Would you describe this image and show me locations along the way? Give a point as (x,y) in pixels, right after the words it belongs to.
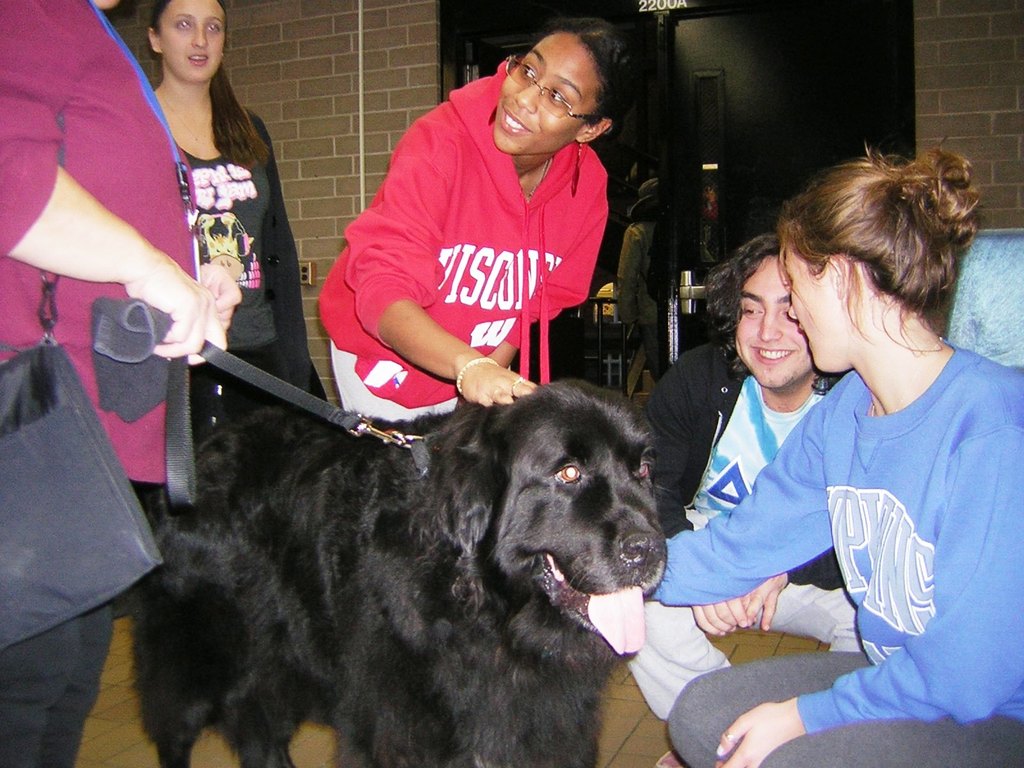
On the background (970,64) we can see a wall (925,58) with bricks (305,115) and a door (780,114). We can see one person (502,190) here. We can see some persons (845,356) staring at a black dog (455,527). At the left side (142,205) we can see one person (160,350) holding a belt (328,413) of a dog (435,487).
